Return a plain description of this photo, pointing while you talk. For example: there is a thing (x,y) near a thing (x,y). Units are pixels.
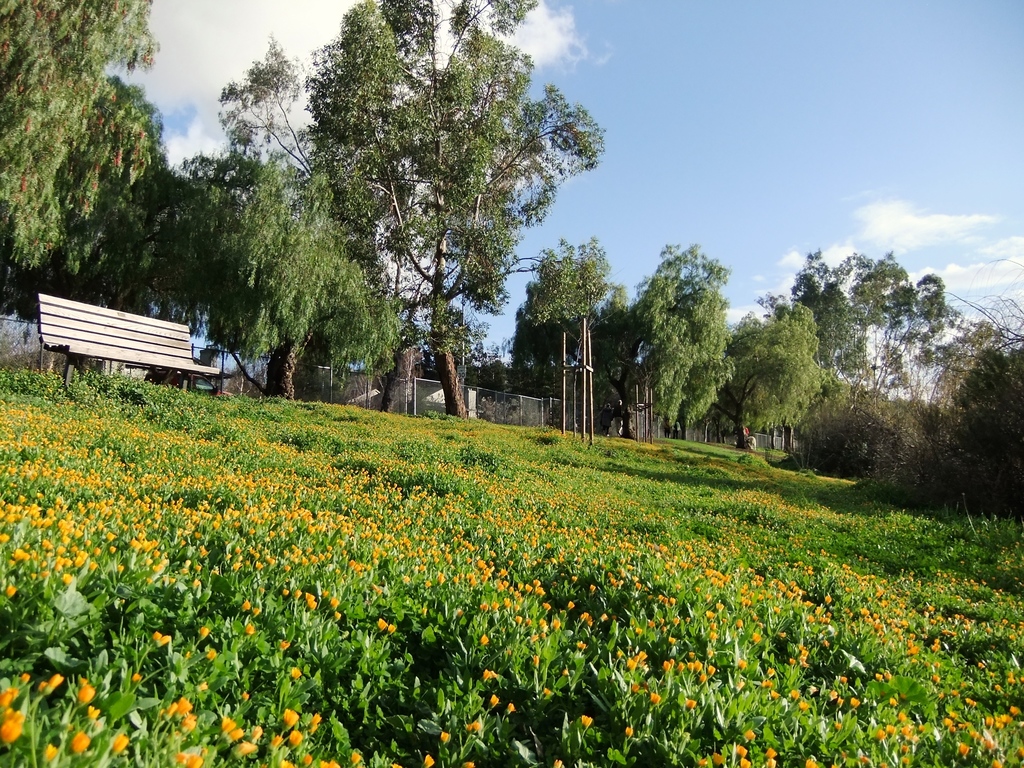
As we can see in the image there are plants (270,662), flowers (117,739), trees (108,221), bench (88,319), fence (372,394), sky (757,140) and clouds (317,27).
